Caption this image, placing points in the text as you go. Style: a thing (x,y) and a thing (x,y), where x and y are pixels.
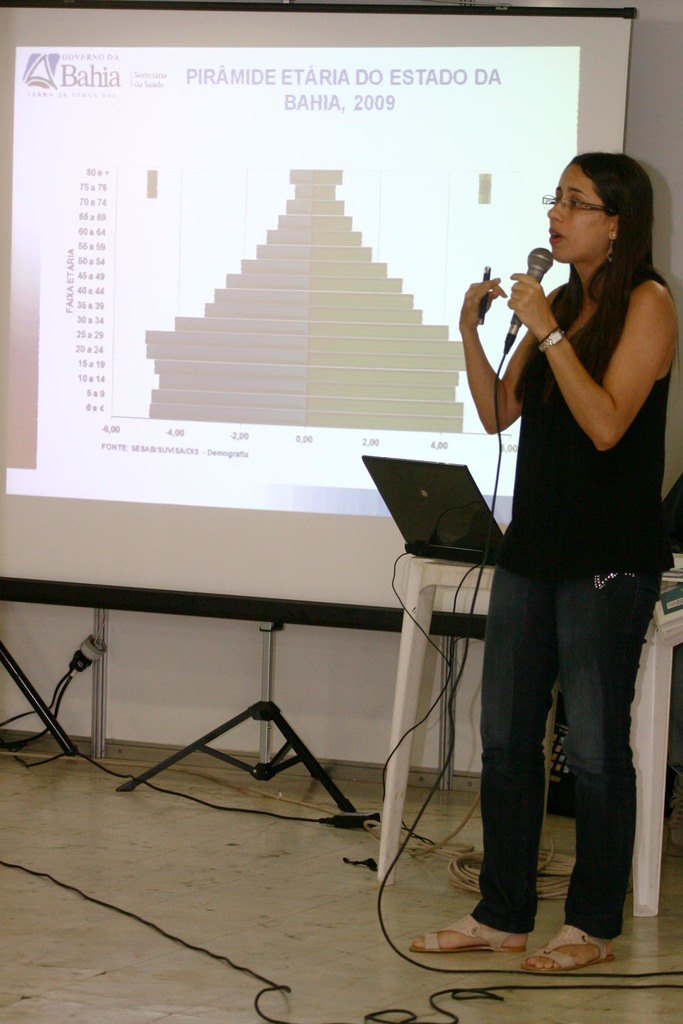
In the foreground (506,928) I can see a woman (525,932) is holding a mike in hand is standing on the floor (342,967). In the background (527,227) I can see a table (404,605), laptop (421,548) and a screen (256,607). This image is taken in a hall (8,615).
